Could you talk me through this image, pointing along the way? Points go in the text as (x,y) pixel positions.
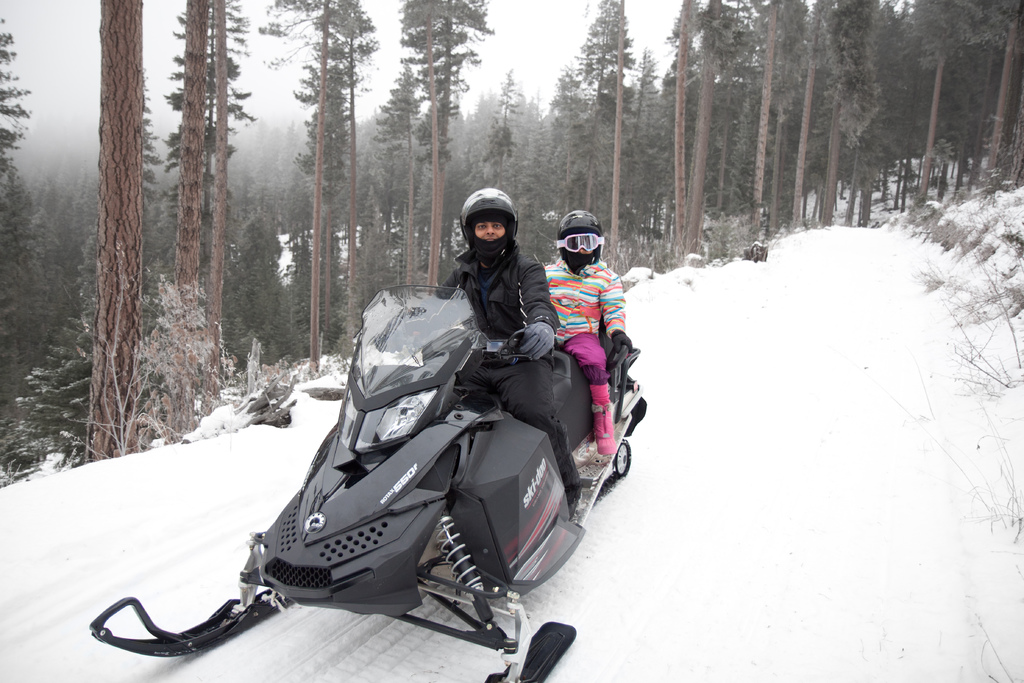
In this picture there are two persons (554,271) wearing helmets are sitting on a ski vehicle (552,354) which is on the snow (617,517) and there are trees (520,126) covered with snow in the background (442,140).
